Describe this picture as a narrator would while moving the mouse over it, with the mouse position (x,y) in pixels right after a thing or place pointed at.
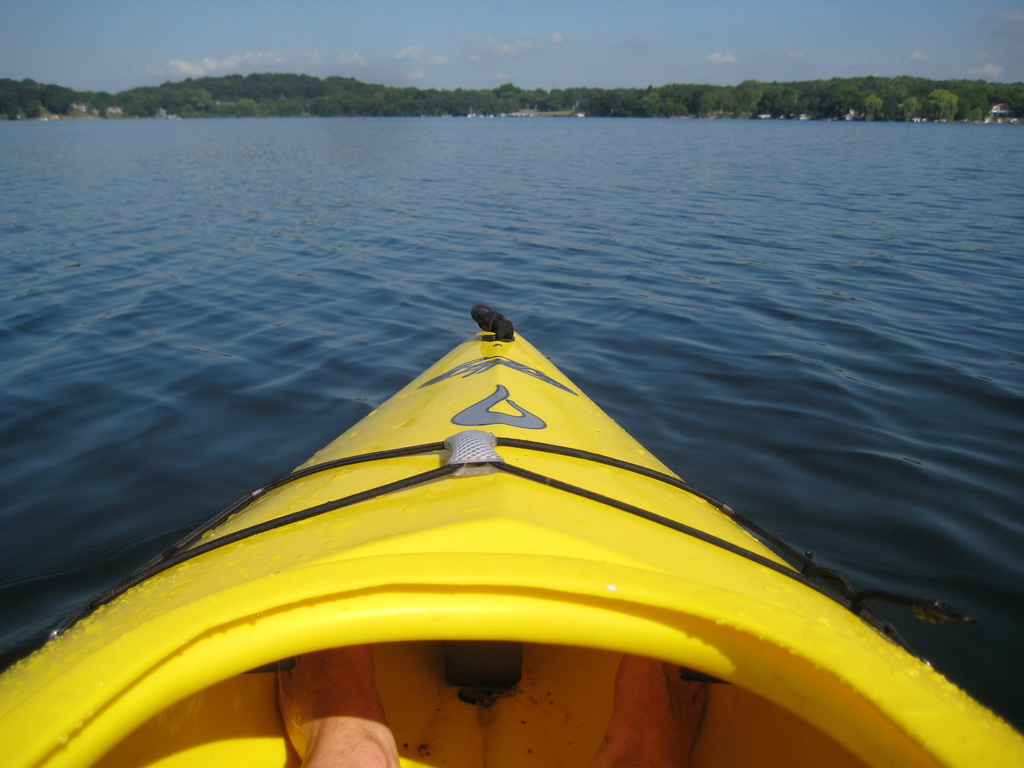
In this image, I can see the legs (377,715) of a person (657,732) in a boat (474,634), which is on the water (413,285). In the background (433,93), there are trees (468,93) and the sky (587,41).
